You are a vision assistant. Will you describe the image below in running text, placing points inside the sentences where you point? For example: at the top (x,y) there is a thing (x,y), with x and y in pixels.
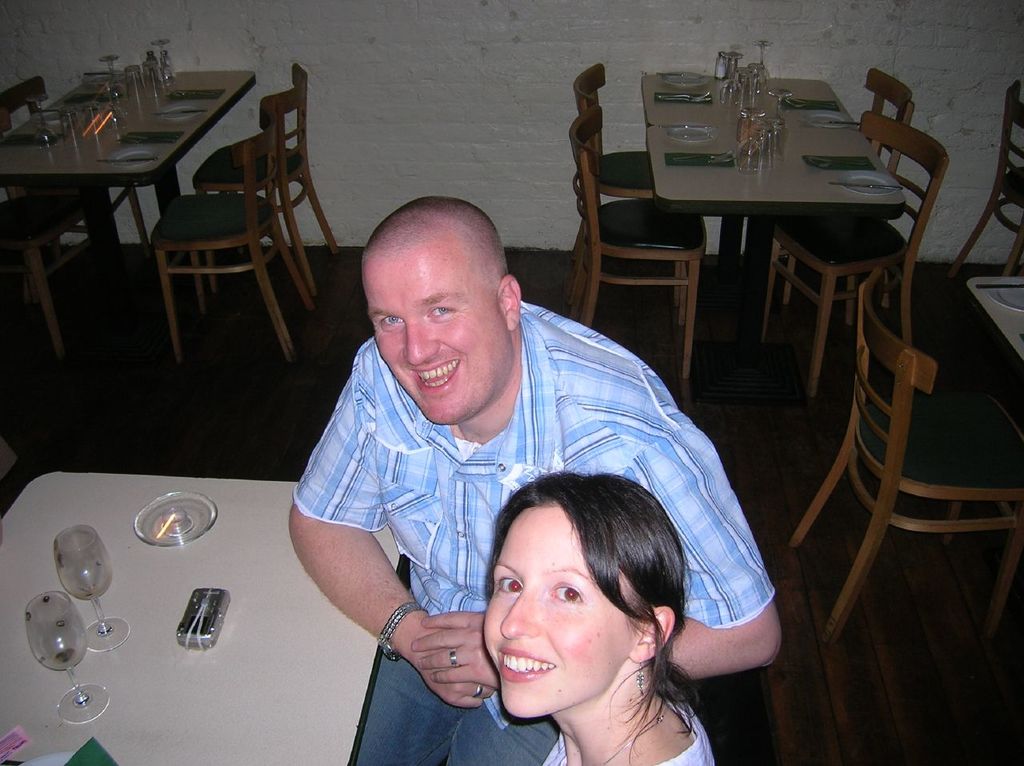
This picture is clicked in a restaurant (773,597). There are two persons (490,356), One man (473,360) and one woman (646,572) sitting in the centre (509,409) besides a table (142,642). On the table (137,548) there are two glasses (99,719) and one lid (182,527). The restaurant (235,339) is filled with tables (751,187) and chairs (921,392) which are unoccupied. On every table (710,75) there are some glasses (727,92) and plates (669,72). In the background (537,39) there is a wall (375,102).
